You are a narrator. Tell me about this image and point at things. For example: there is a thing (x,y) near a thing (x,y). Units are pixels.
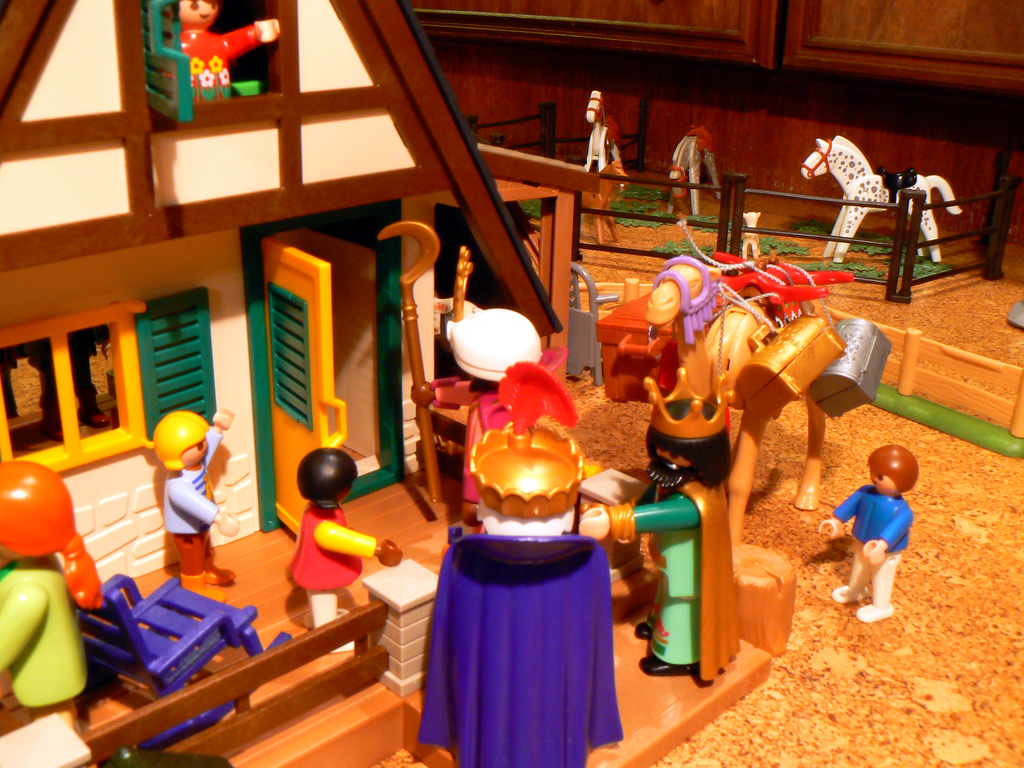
In this picture we can the miniature of toys (397,360). In the foreground (475,586) we can see the group of persons (659,534) and a blue color chair (187,634) and some other objects (731,381) are placed on the ground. On the right corner (924,351) we can see the horses (844,192) and the fence (892,252). On the left (76,185) we can see the house (317,153) and we can see the windows (204,317) and a door (300,348) of the house (396,308) and we can see many other objects (441,300).
